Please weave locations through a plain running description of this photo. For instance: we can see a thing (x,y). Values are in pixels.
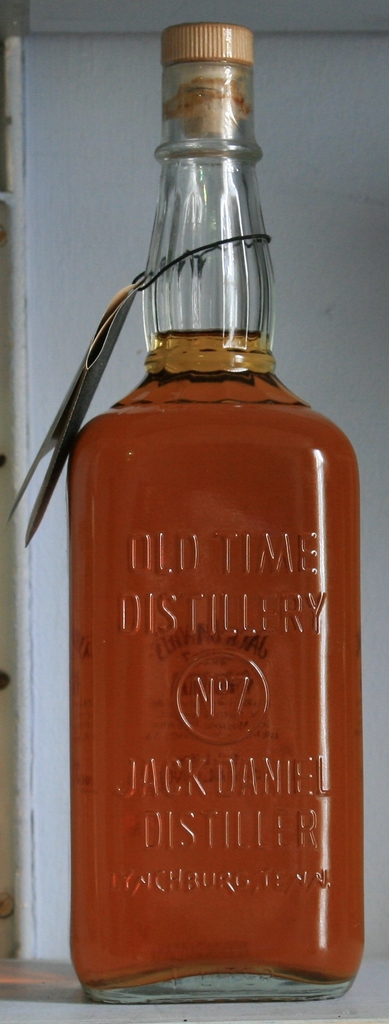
In this picture, this is a glass bottle (204,572) in the bottle (196,530) there is some liquid (196,641). The liquid (190,634) is in orange color. Behind the bottle (178,568) is a white wall (90,236).
